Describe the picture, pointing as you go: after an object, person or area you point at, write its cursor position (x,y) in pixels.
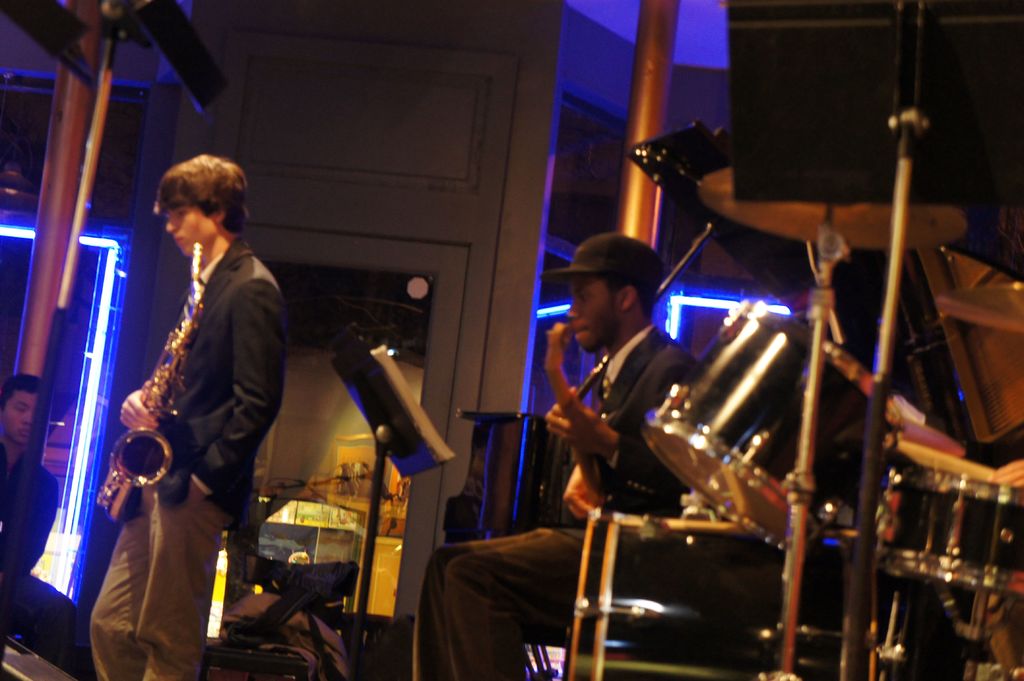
In this image, we can see persons (235,374) wearing clothes (238,410) and playing musical instruments (155,470). There are musical drums (786,513) in the bottom right of the image (980,525). There is a light (117,270) on the left (117,278) and in the middle of the image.
